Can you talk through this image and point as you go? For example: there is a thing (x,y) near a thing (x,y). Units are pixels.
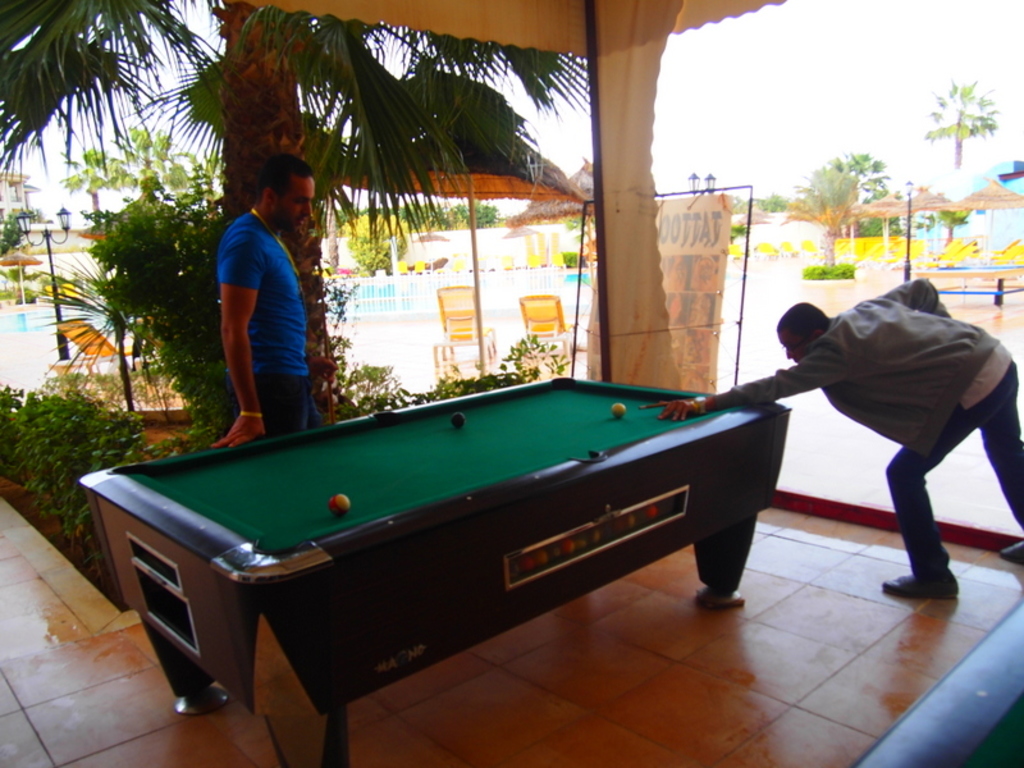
A person (906,374) wearing a gray jacket (868,351) is holding a billiard stick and playing billiard. A person (284,309) wearing a blue shirt (274,295) is looking the billiard table (462,427). And there is a tree (273,127) behind this person (269,183). And in the background (553,319) there are chairs (524,309) and an umbrella (493,193). Some trees (807,191) are there in the background (814,210).
